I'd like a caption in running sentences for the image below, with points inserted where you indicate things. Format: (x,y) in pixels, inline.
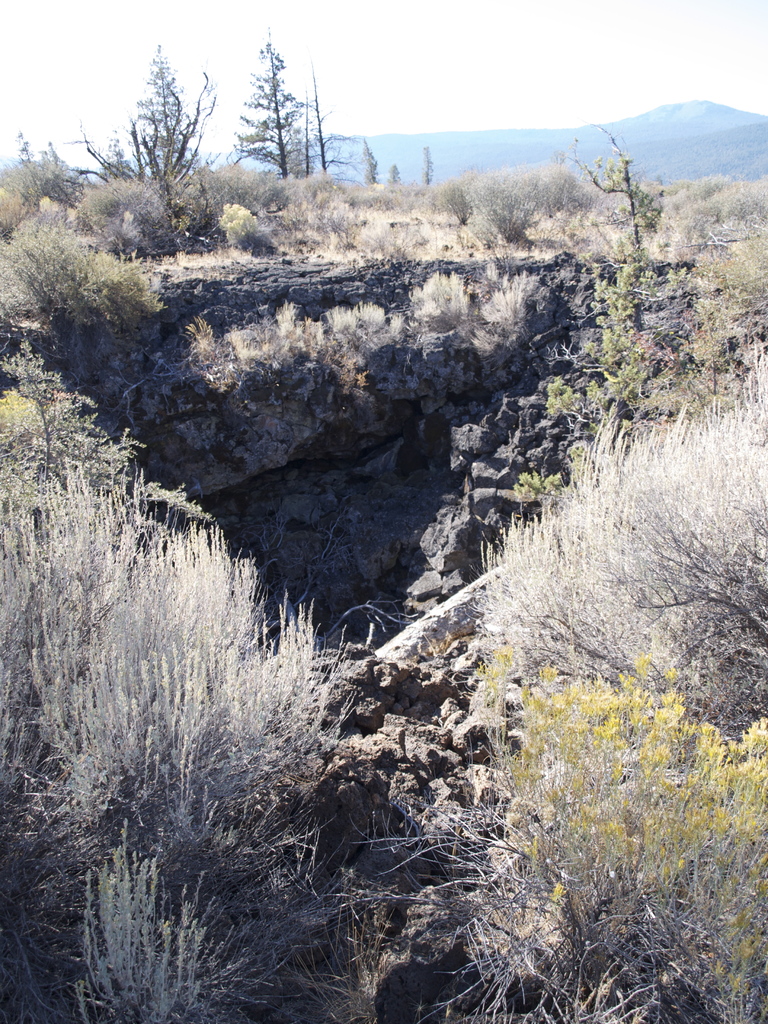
In this image there are plants (114,745) and trees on the ground (405,525). In the center (357,489) there is a pit (351,461). In the background (752,148) there are mountains (668,110). At the top (357,62) there is the sky (411,43).
